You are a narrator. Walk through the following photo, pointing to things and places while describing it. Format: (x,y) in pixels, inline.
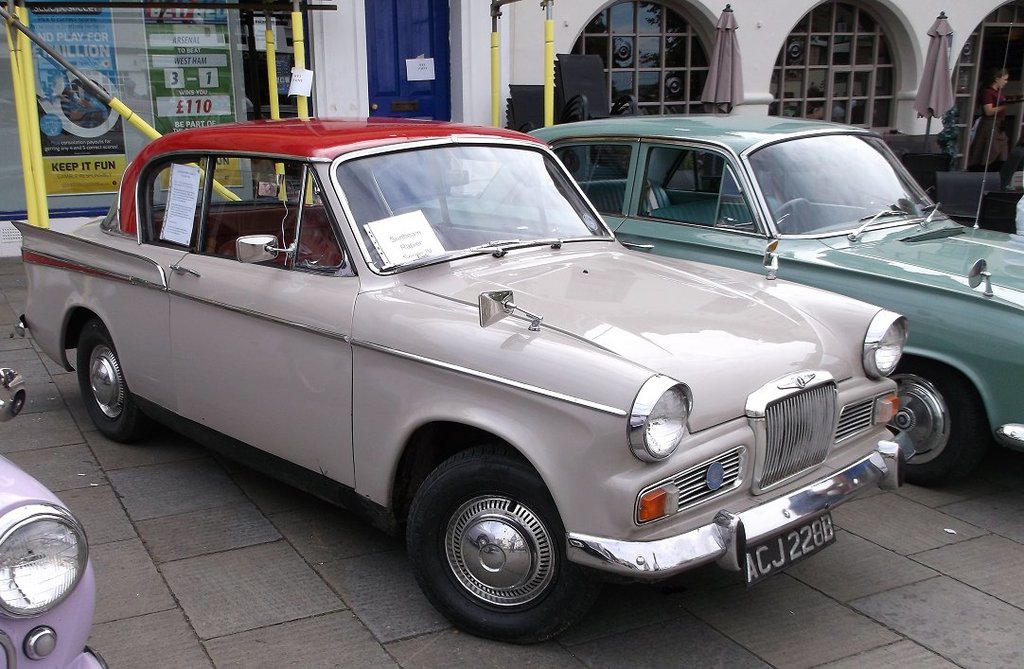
In the picture we can see two vintage cars (888,464) are parked on the floor (344,575) one is light gray in color and one is green in color and beside it, we can see a part of another car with a headlight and behind the cars (628,295) we can see a building wall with glass windows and some poles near it and a door (425,112) which is blue in color.
